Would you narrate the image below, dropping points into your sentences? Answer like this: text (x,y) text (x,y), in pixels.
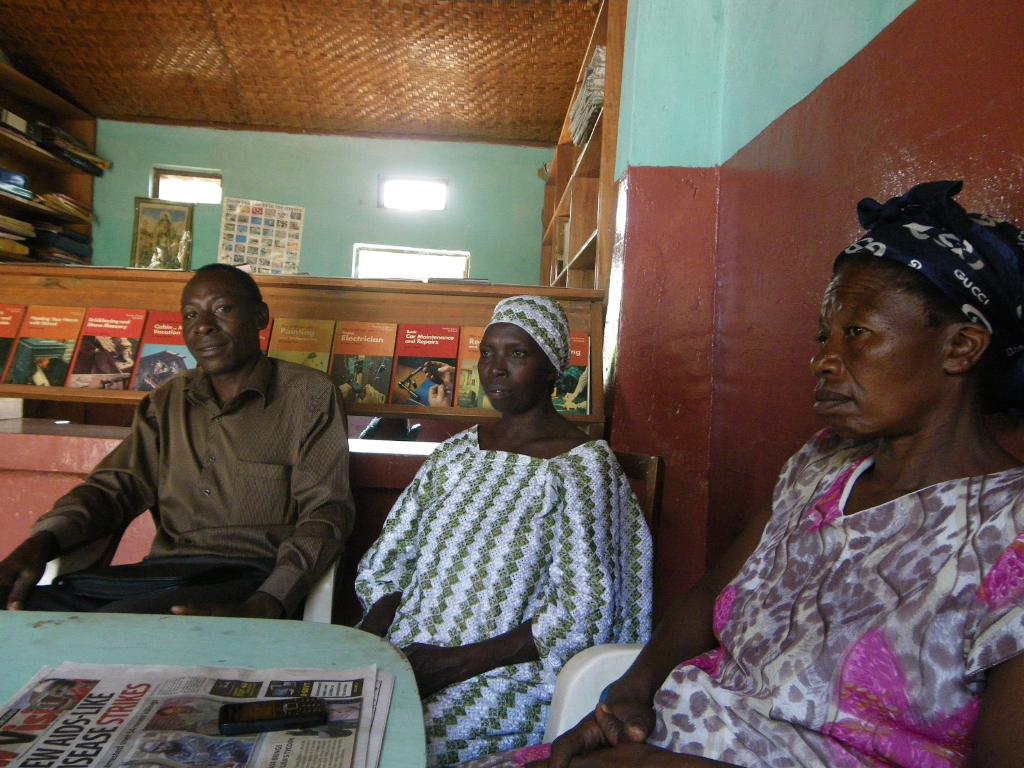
In this image we can see a man (259,454) and two women (527,539) sitting on the chairs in front of the table (359,644) and on the table (306,640) we can see a newspaper (195,719) and a mobile phone (274,720). In the background (431,359) we can see the books (432,334) on the wooden surface (109,394). We can also see some books (65,145) in the racks (33,110). There is also a frame (150,237) and a poster (264,213) attached to the wall (321,196). We can also see the windows (414,187). At the top (549,8) there is roof (423,99). There is also a colored wall (823,100) on the right (754,127).
